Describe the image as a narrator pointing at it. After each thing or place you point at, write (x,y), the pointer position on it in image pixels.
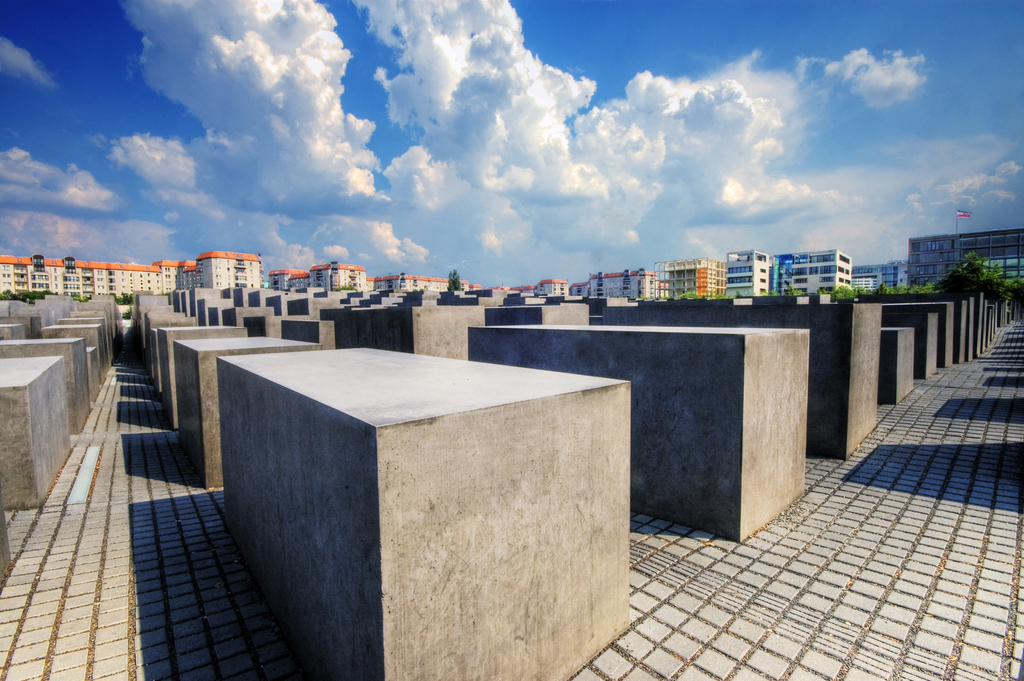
In the center of the image (607,370), we can see pillars (587,460) on the floor (711,579) and in the background (962,261), there are buildings (998,257), trees (976,264) and we can see a flag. At the top (429,105), there are clouds (507,161) in the sky (691,107).
